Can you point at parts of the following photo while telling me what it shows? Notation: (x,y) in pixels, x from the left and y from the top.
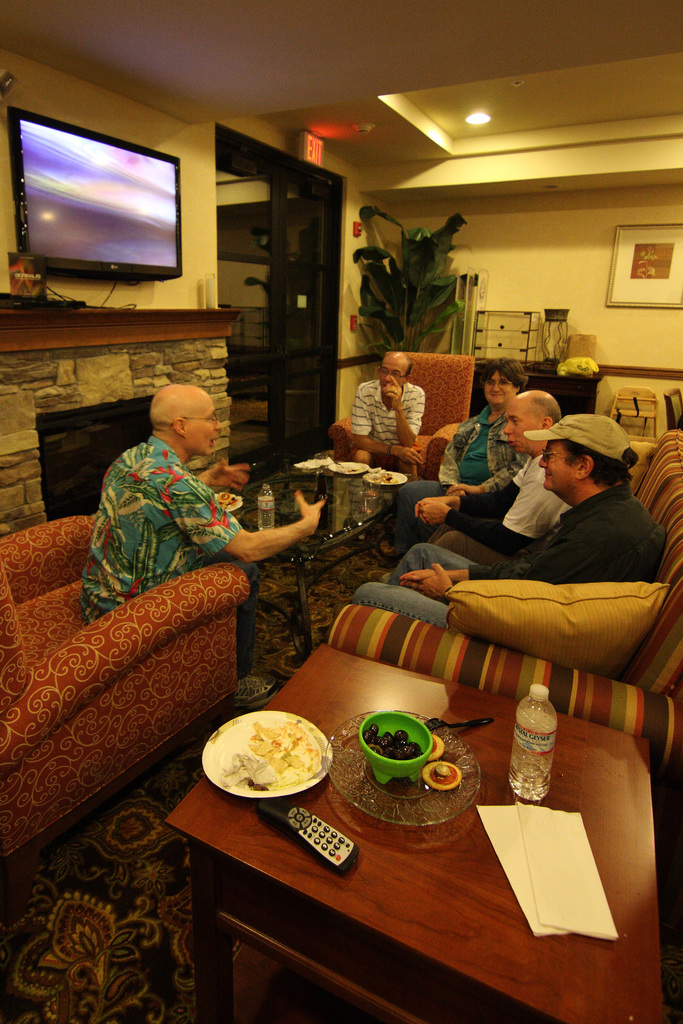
In this image there are five persons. Three persons (505,395) are sitting in sofa (580,711) and two (405,455) are sitting on the chair (155,667) before a table (289,514) having bottle (327,486) and plates (328,460). Beside to the sofa (374,643) there's another table (331,711) having plates (353,739), bowl (402,768), papers (519,808) and remote (267,815) on it. A television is fixed to the wall (62,96). Another side of wall (98,118) there is a plant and picture frame (616,245).
